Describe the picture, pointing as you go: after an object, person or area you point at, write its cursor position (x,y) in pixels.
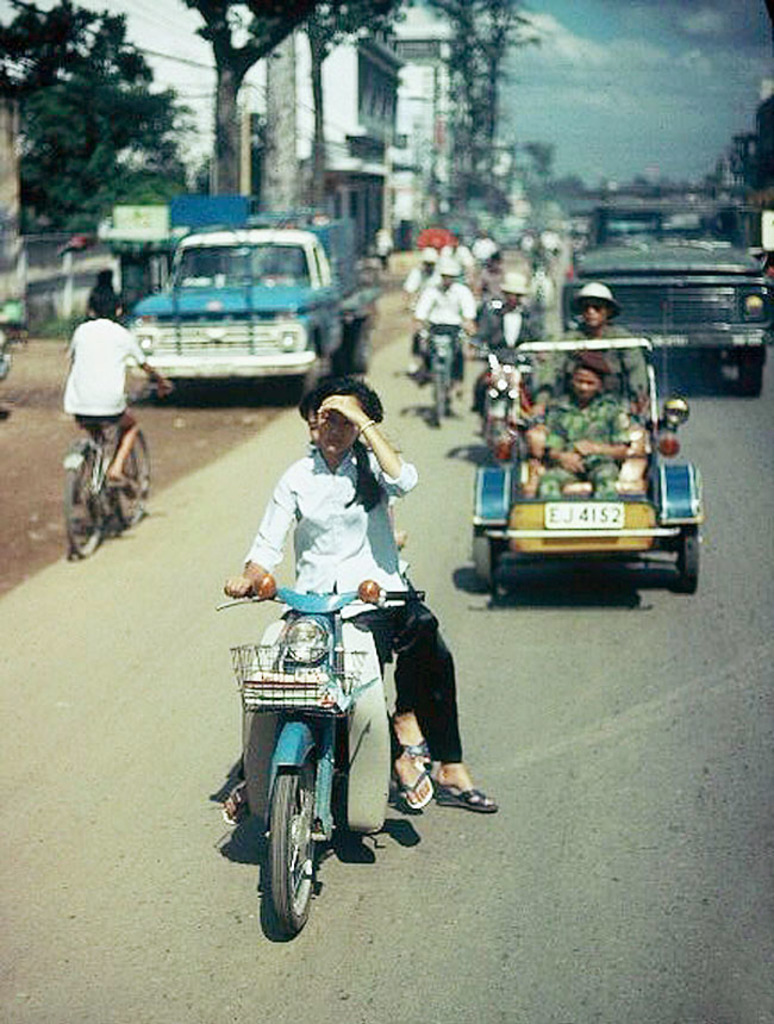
In this image there are group of people (334,557) some of them are sitting on a vehicle's (294,618) and riding and on the top (588,97) there is sky (565,112) and on the left side (119,123) there are some buildings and trees (124,178) are there and on the road (521,848) there are some vehicles (350,824).
